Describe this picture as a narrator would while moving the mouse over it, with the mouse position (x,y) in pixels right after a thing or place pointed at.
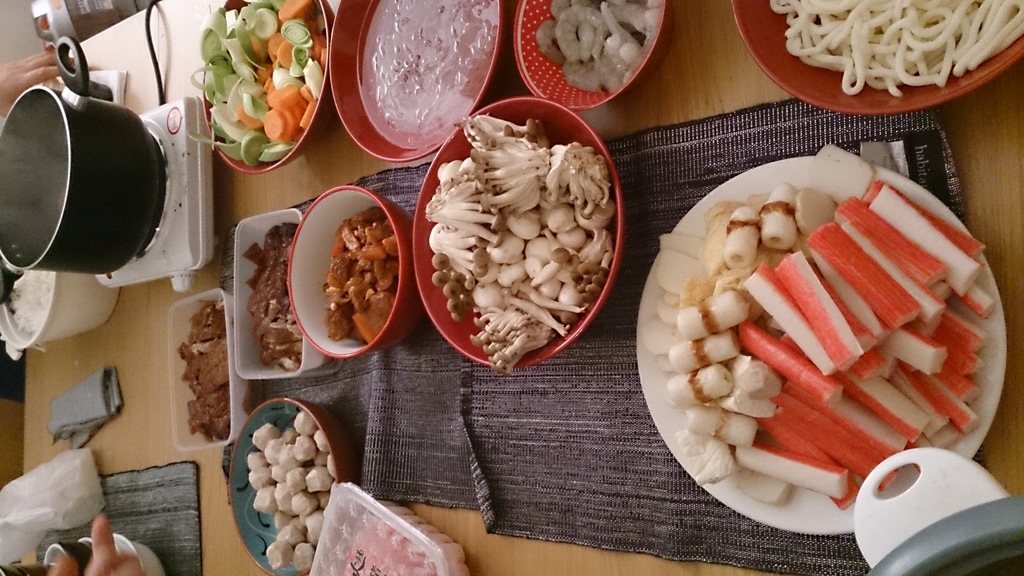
In this image there are objects (237,355) on the surface (135,445), there are bowls (407,261), there is a plate (796,507), there is food (830,327) in the plate (835,307), there is food (391,284) in the bowl (306,316), there is a bowl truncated towards the right of the image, there is an object (948,520) truncated towards the right of the image (942,521), there is an object (390,546) truncated towards the bottom of the image (348,529), there are objects (40,273) truncated towards the left of the image (48,197), there is a person hand (18,70) truncated towards the left of the image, there is a person hand (119,552) truncated towards the bottom of the image (114,557).
